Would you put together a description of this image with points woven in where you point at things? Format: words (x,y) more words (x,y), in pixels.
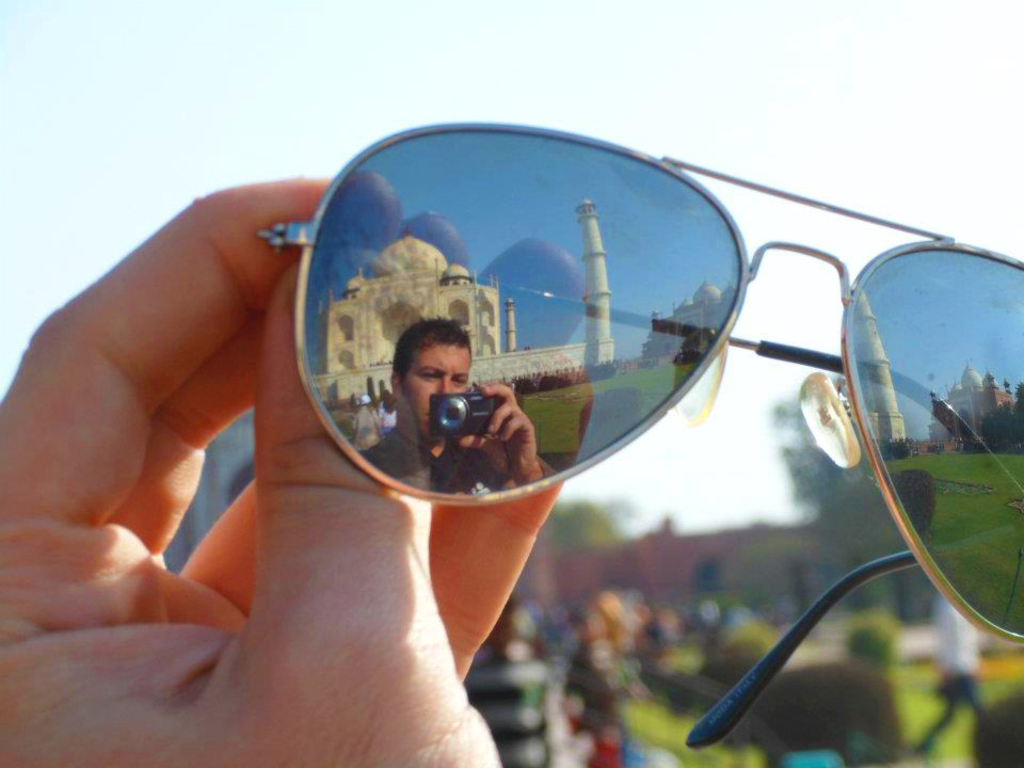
On the left side of this image (169,620) I can see a person's hand (297,466) holding goggles (490,279). In the glass (499,369), I can see a person (420,446) is holding a camera (467,411) in the hand (505,411). In the background (480,313), I can see the Taj Mahal (404,304) and sky (489,175). At the bottom of the image (611,673) it is blurred. At the top of the image (243,49) I can see the sky (344,80).
